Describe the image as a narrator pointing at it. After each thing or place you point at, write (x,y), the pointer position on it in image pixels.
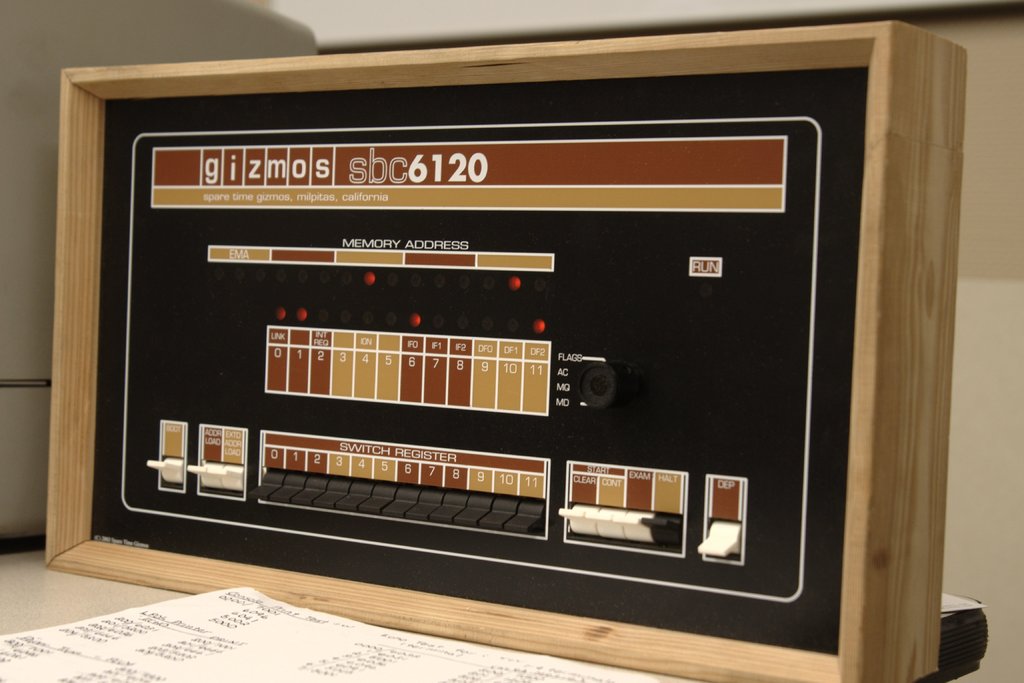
In this picture we can see an object (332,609), paper (274,609), device (55,417) and these all are placed on a platform (1,602).
